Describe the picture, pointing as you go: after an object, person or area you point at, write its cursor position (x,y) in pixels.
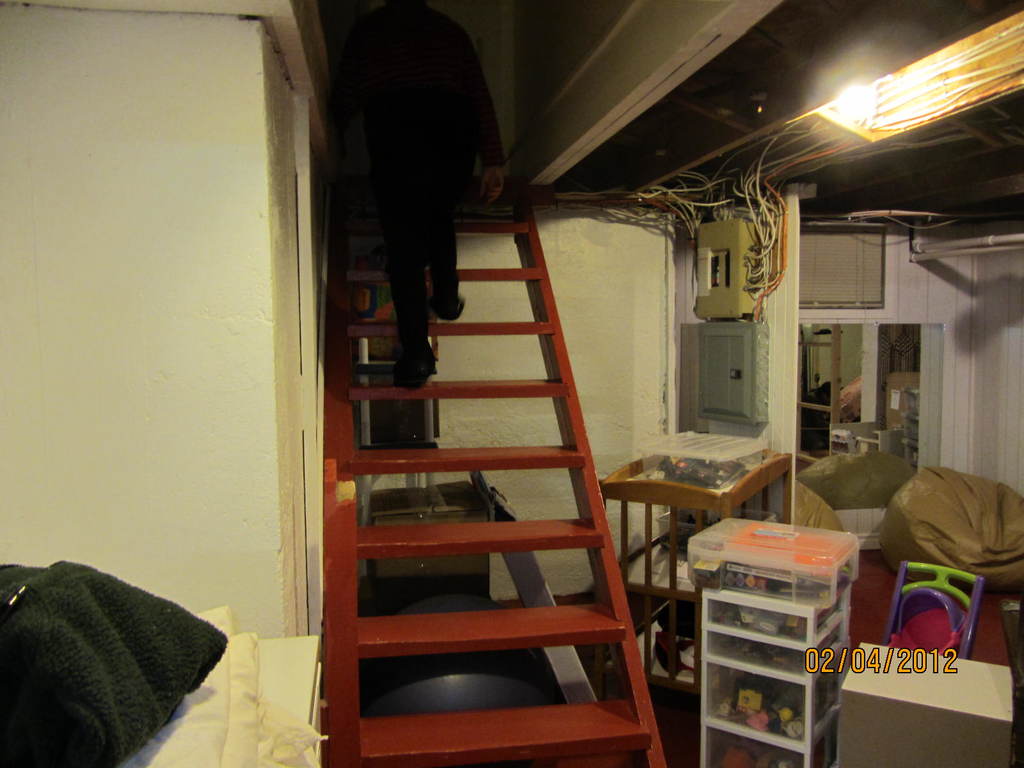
A picture inside of a room (383,407). This person (395,380) is on steps (456,451). On top (827,115) there is a light (846,120). These are cables (750,212). On a cart (732,493) there is a box (724,482). This is a bean bag (925,501). Wall (232,580) is in white color.
